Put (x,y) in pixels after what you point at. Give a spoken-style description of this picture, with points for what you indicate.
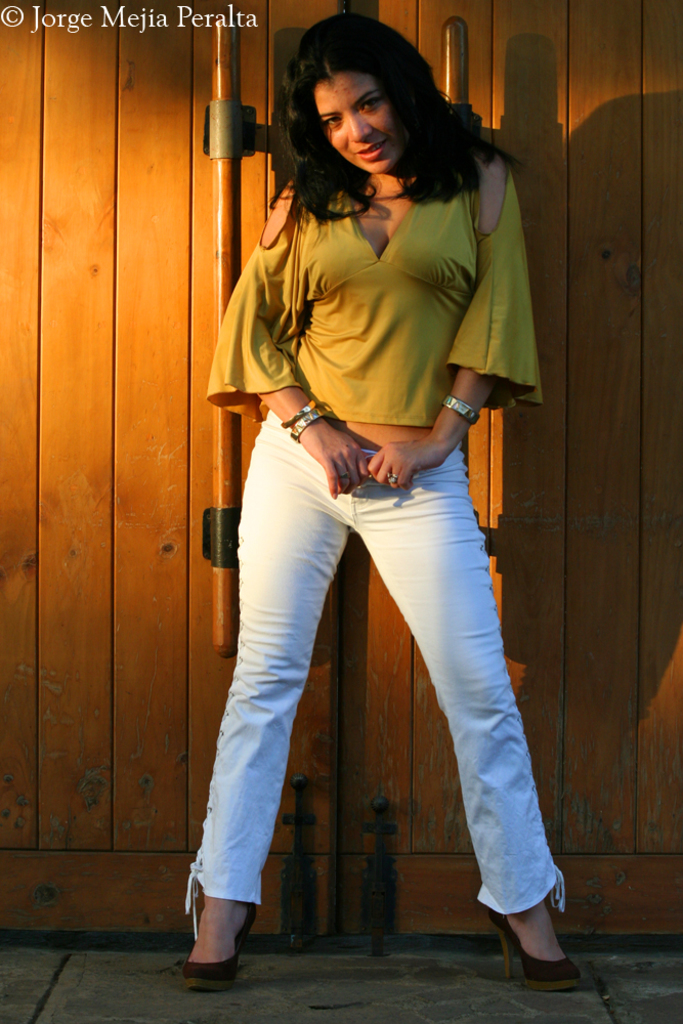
In this image we can see a woman (416,292) wearing the heels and standing on the surface (340,971) and behind the woman (267,395) we can see the wooden door (178,395). In the top left corner (152,10) we can see the text (42,15).
